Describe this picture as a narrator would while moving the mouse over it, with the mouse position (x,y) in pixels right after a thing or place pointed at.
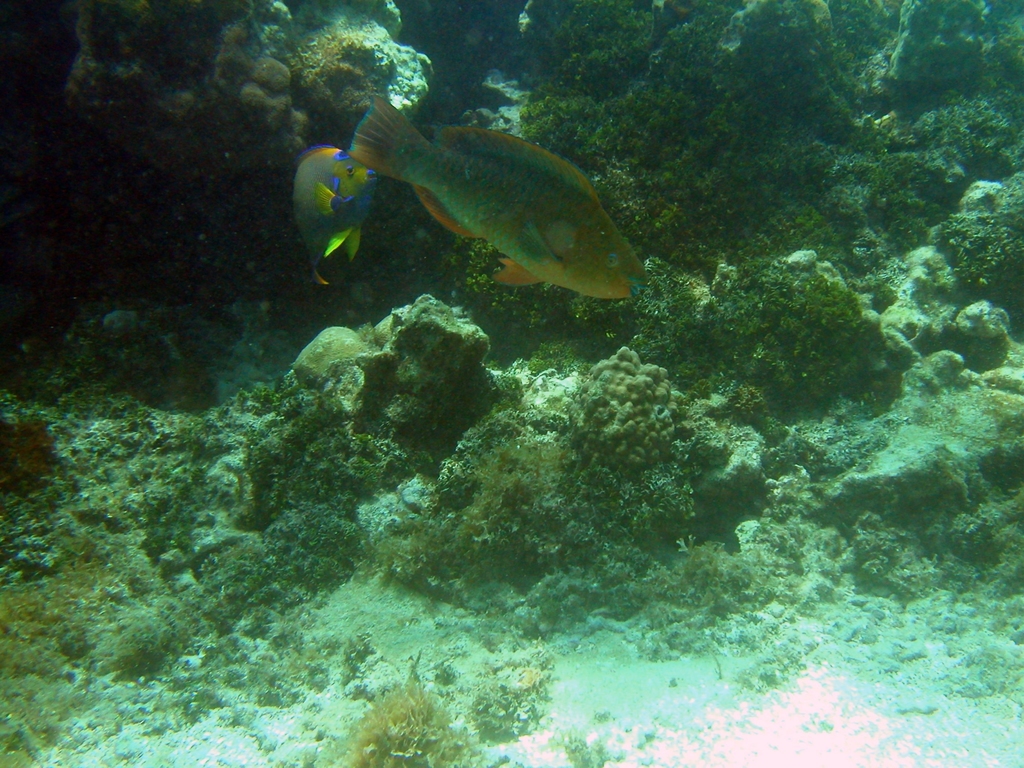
In this image we can see fish (424,153) in the water (379,223) and there are coral reefs (495,307).
